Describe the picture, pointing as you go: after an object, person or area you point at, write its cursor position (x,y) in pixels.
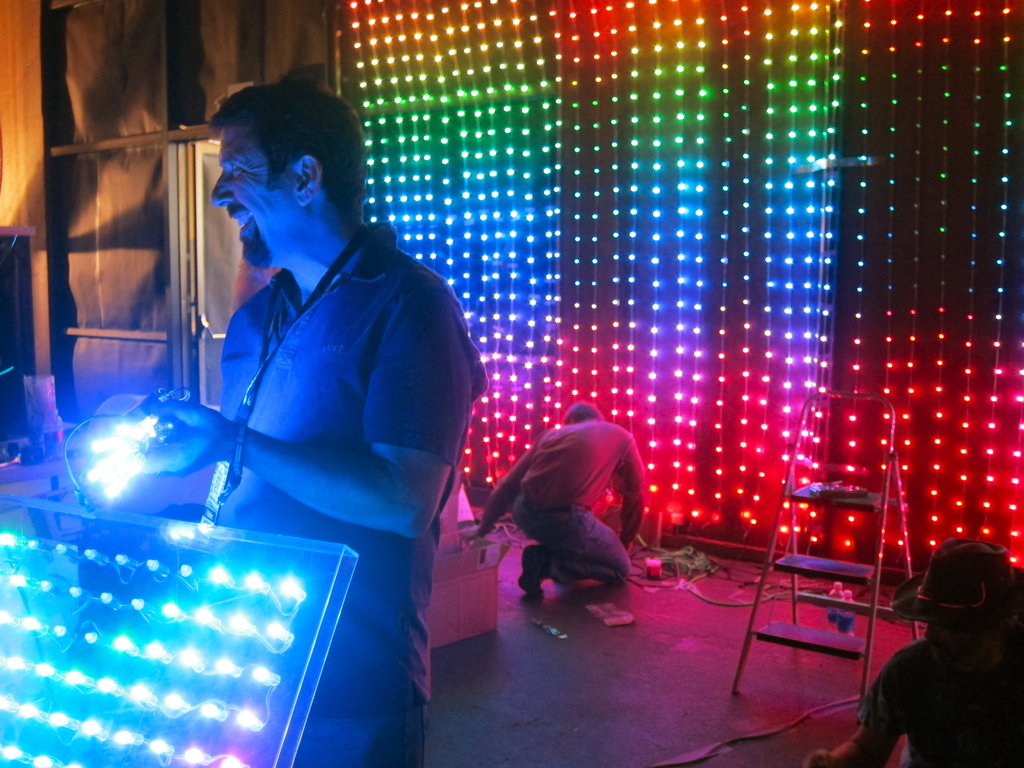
At the left corner (325,396) there is person (339,302) standing and holding lights (130,456) in his hand (182,438). In front of him there are lights (156,555) on the boards (156,555). Behind him to the wall (685,133) there are lights (636,247) in different colors. Also on the floor (701,672) there is a ladder (740,676) and a man (546,525) is sitting. At the right bottom of the image (941,632) there is a person (950,624) with a hat (950,589).
